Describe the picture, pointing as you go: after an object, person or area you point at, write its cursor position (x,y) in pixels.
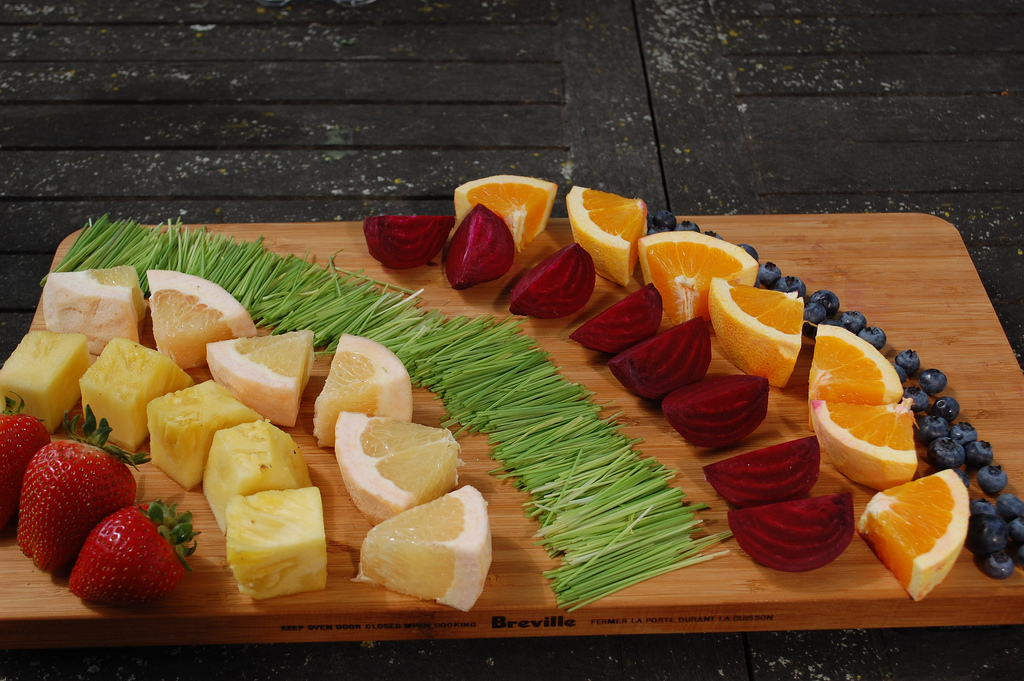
In this picture, we can see some food items (549,498) on the wooden surface (639,287), and we can see the wooden surface (391,621) on the black object (448,639).
